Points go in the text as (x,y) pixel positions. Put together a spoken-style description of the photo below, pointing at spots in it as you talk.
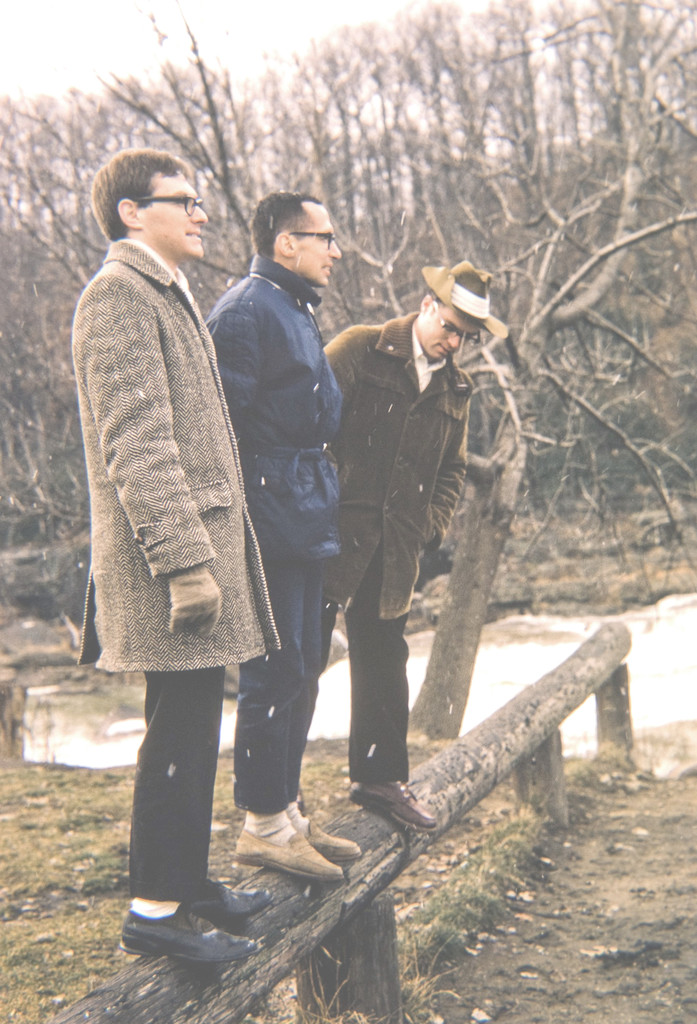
In this image we can see three people (142,931) standing on the tree bark (590,653). At the bottom of the image (88,948) there is grass (83,912). In the background of the image (53,275) there are trees (370,183) and water (514,638).
